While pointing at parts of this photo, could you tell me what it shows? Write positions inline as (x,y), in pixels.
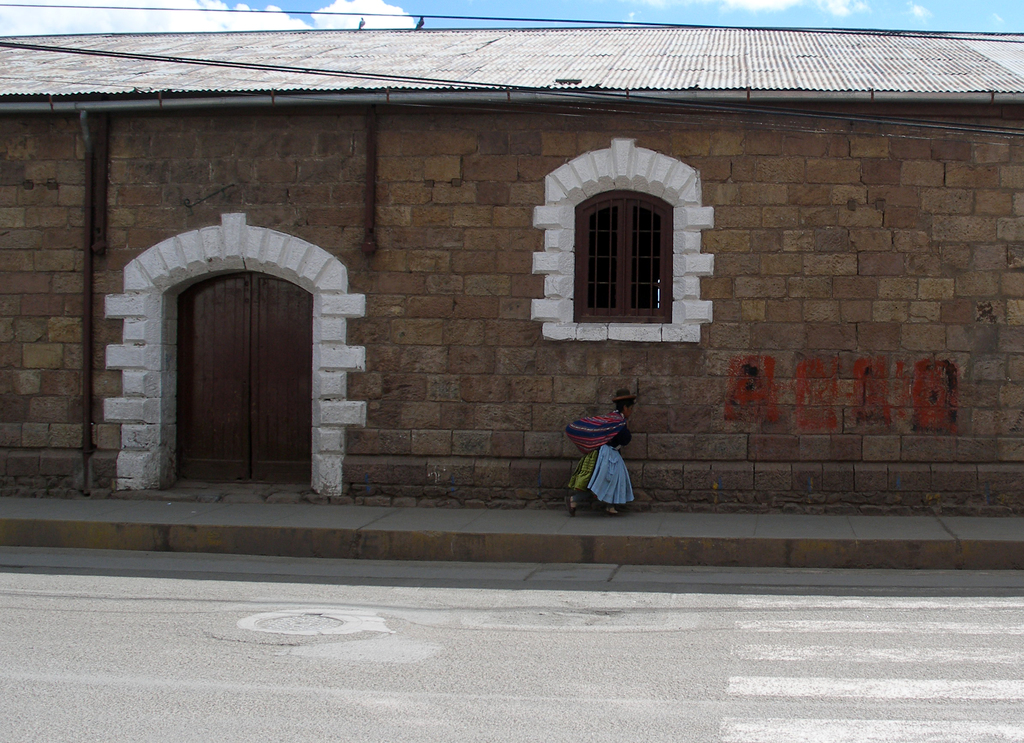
In the image we can see a house (764,325) made up of stones (762,385). Here we can see the door (294,371), windows (636,256) and there is a person (617,491) walking, wearing clothes (617,441) and a hat (623,399). Here we can see the road (539,634), electric wires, birds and the cloudy sky (474,7).
